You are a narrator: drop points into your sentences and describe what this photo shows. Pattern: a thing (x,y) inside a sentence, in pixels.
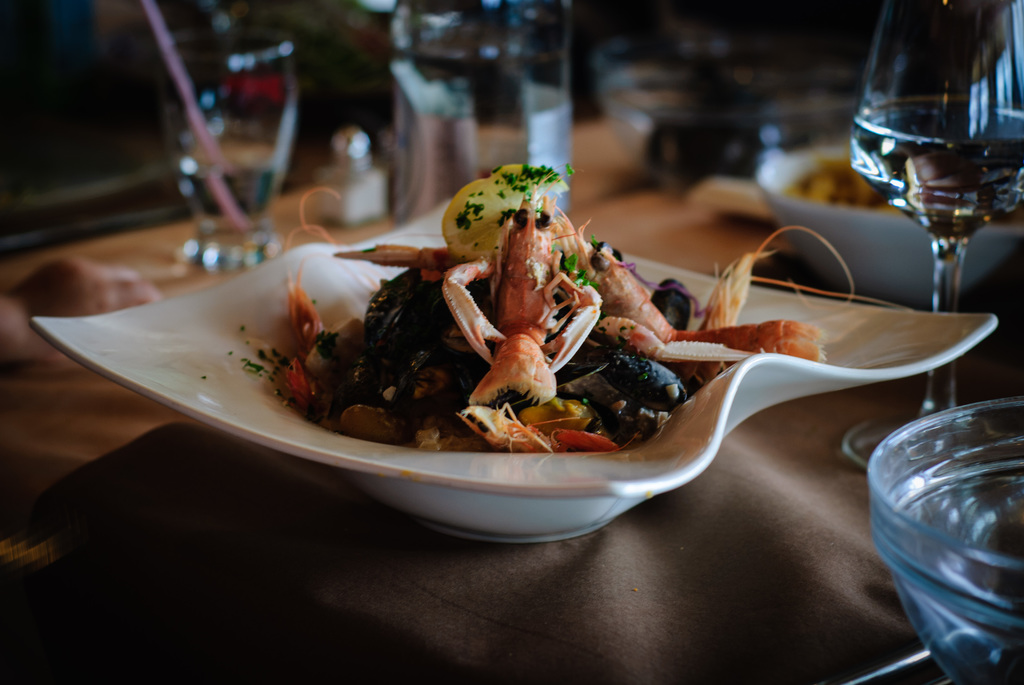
There are food items (415,330) on a plate (300,251) in the foreground (397,346) on a table (573,213), there are glasses (477,96) and other objects (434,123) in the background (966,56).
